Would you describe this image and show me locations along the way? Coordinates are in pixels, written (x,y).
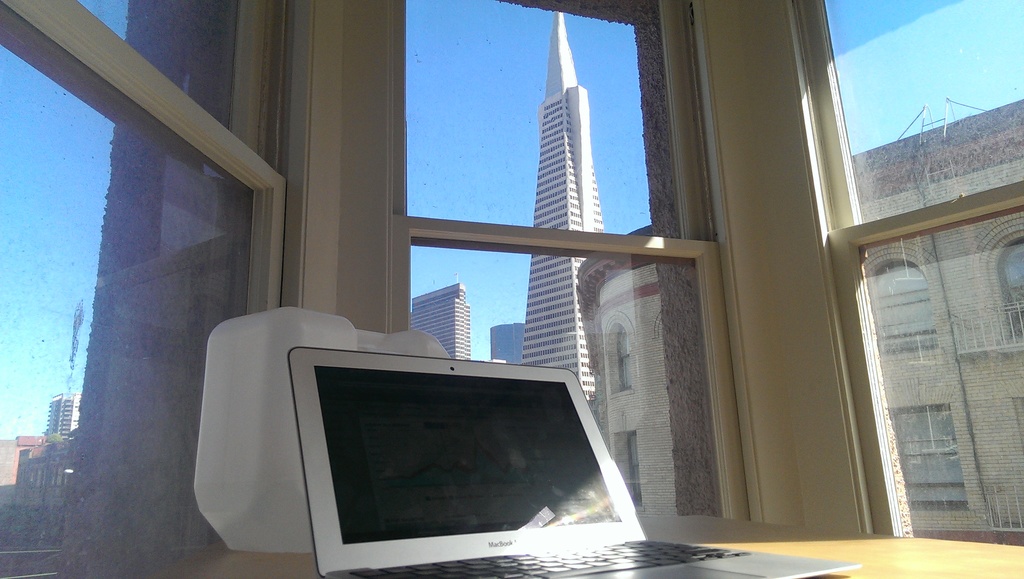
In this image there is a laptop (337,411) and an object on the table (989,563), window (679,474), and in the background (870,10) there are buildings (570,200), sky (628,156).
